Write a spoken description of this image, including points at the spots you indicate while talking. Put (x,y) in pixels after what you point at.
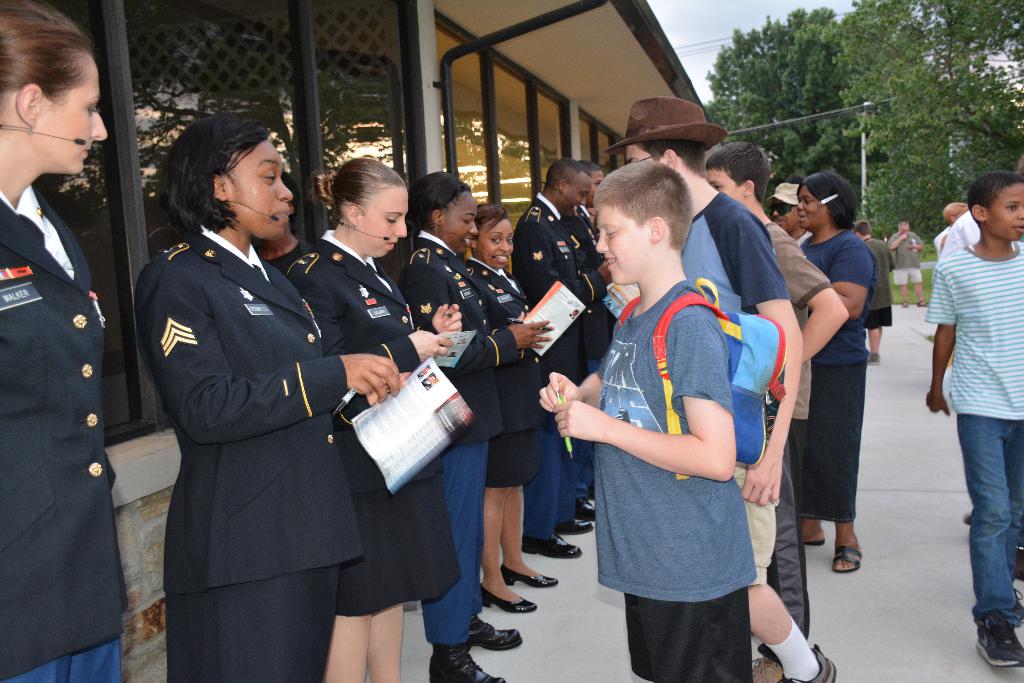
In the image there are many women (291,344) in uniform (476,314) standing in the front (440,414) holding books (428,369), there are few kids (657,496) standing in front of them, on the left side (147,110) there is a building (538,154) and on the right side (883,67) there are trees (897,117).
